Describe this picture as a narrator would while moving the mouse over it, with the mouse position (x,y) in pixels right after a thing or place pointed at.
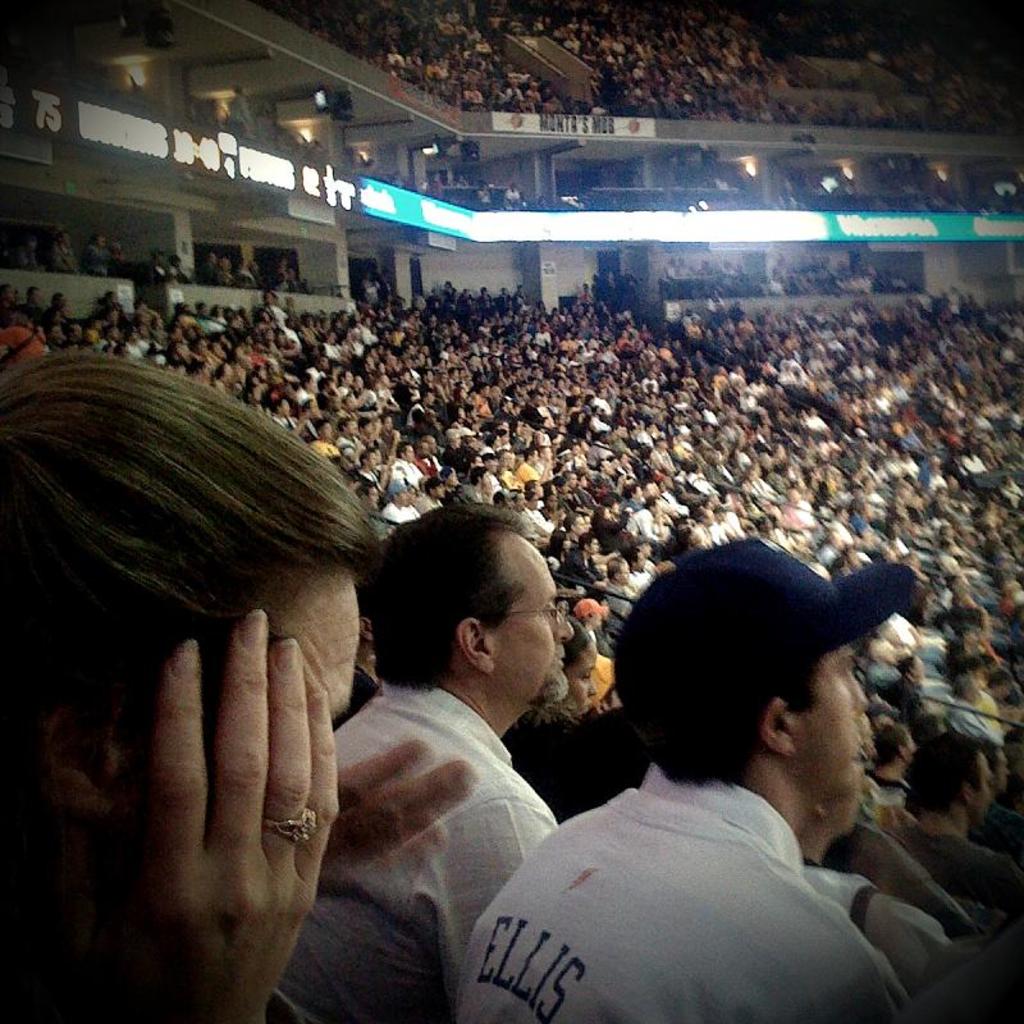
In this image we can see audience (395,524) are sitting on the chairs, hoarding (384,214) on the walls (442,260) and other objects (148,38).
